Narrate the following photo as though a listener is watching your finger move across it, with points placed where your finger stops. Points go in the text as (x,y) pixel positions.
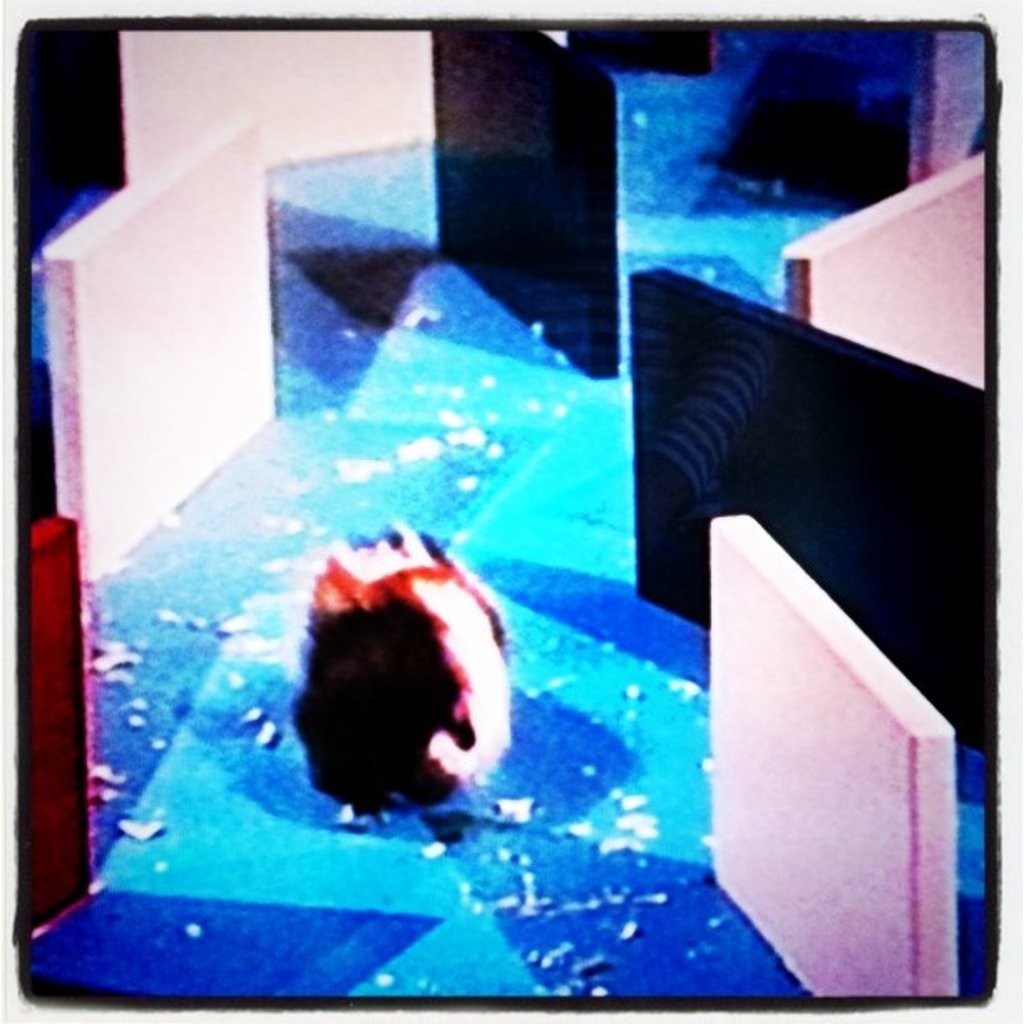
There is an object (443,669) on a blue surface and there are few black and white objects (724,379) in front and beside it.
